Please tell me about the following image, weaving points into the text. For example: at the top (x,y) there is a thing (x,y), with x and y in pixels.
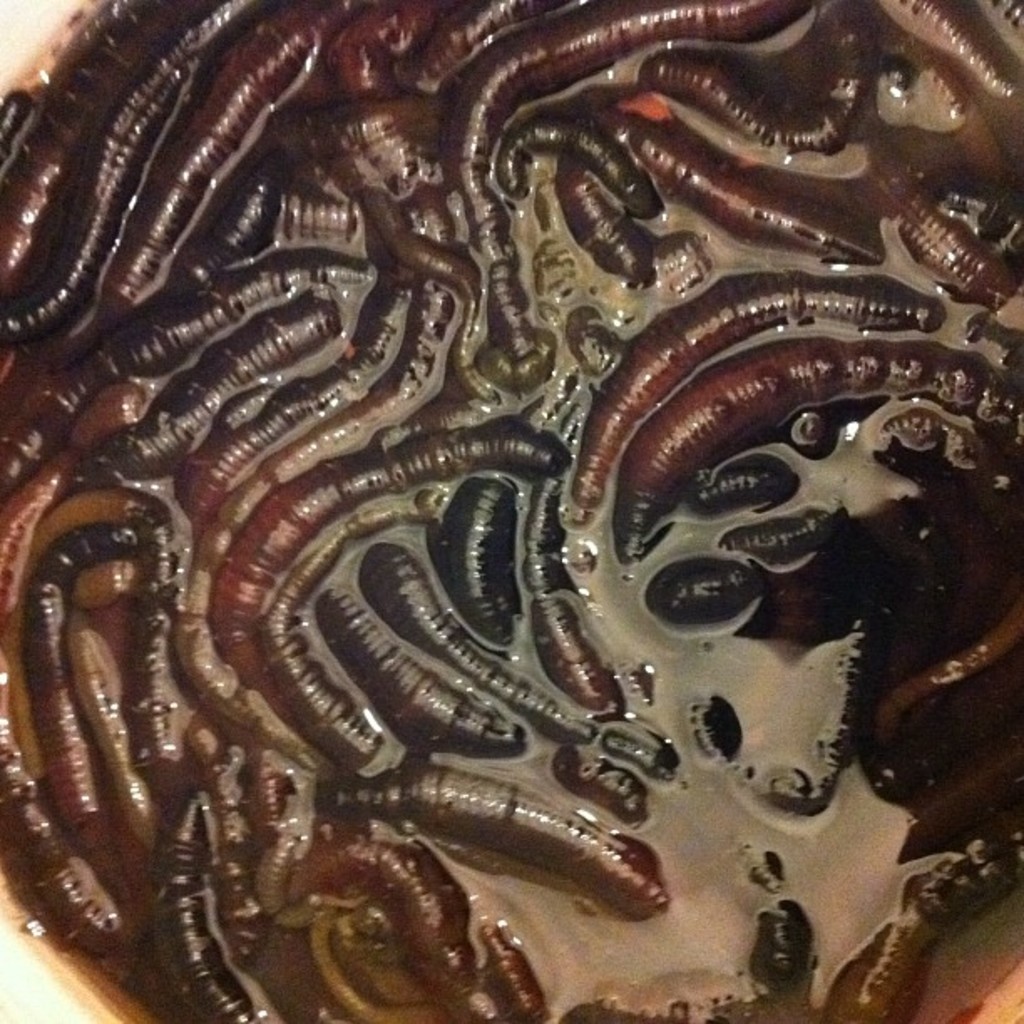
In this image, there are some worms (716,69) in a container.
